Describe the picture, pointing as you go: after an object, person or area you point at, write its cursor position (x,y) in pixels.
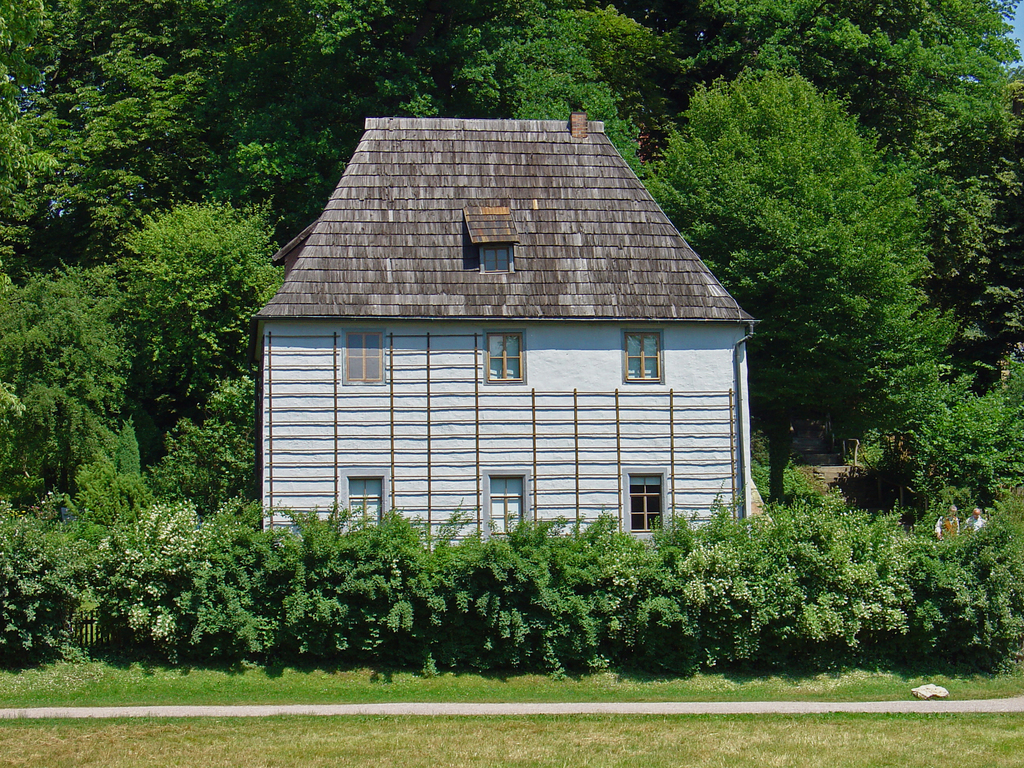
In this image at the bottom (945,762) I can see many grasses (986,727) and in the middle (449,470) I can see a house (717,478) which is covered with trees (372,23) and plants (760,560) and the background (1014,32) are trees (1010,143).
